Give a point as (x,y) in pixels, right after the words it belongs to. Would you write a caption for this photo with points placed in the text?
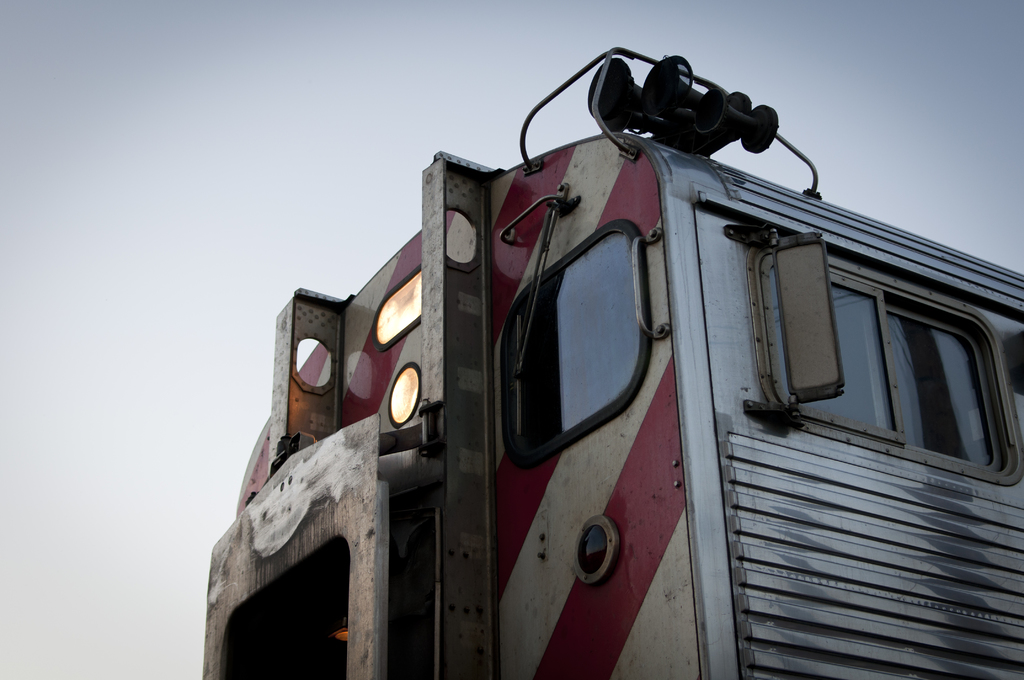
This is a part of a train (697,424) with windows (603,309). In the background (164,170) there is sky (123,476).
